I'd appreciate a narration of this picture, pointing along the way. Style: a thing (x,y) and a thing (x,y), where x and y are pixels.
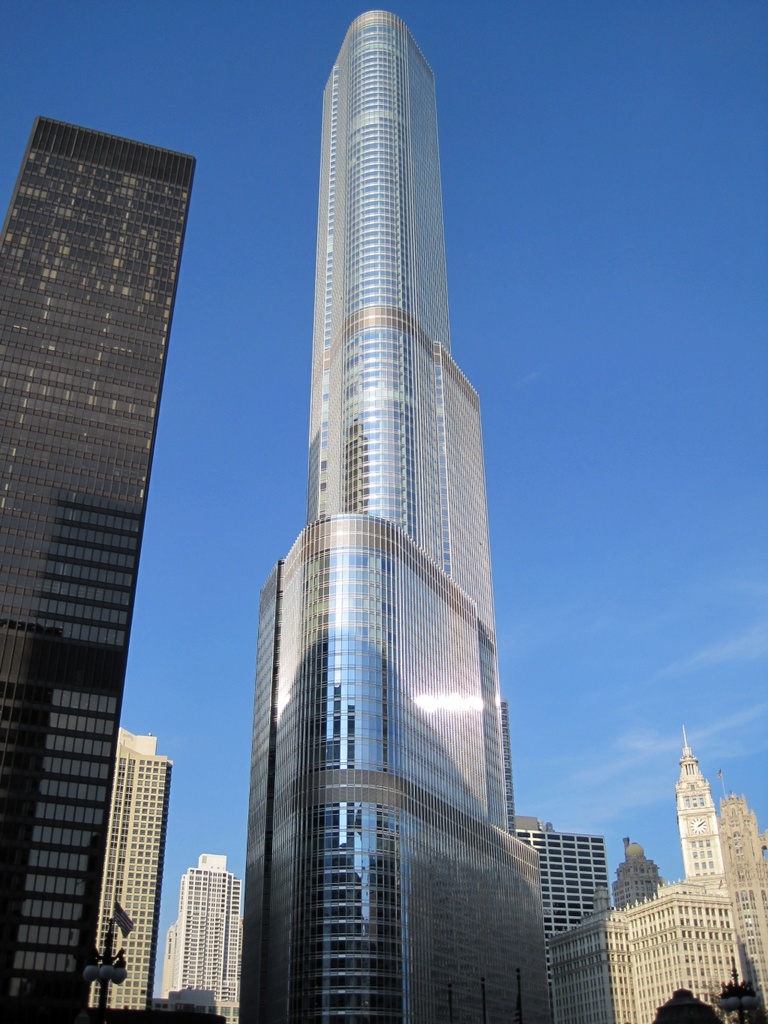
In this image there is the sky (628,258) towards the top of the image (618,178), there are buildings (704,913), there are poles (113,960) towards the bottom of the image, there are lights (115,973), there are objects (712,1013) towards the bottom of the image (668,1010).
